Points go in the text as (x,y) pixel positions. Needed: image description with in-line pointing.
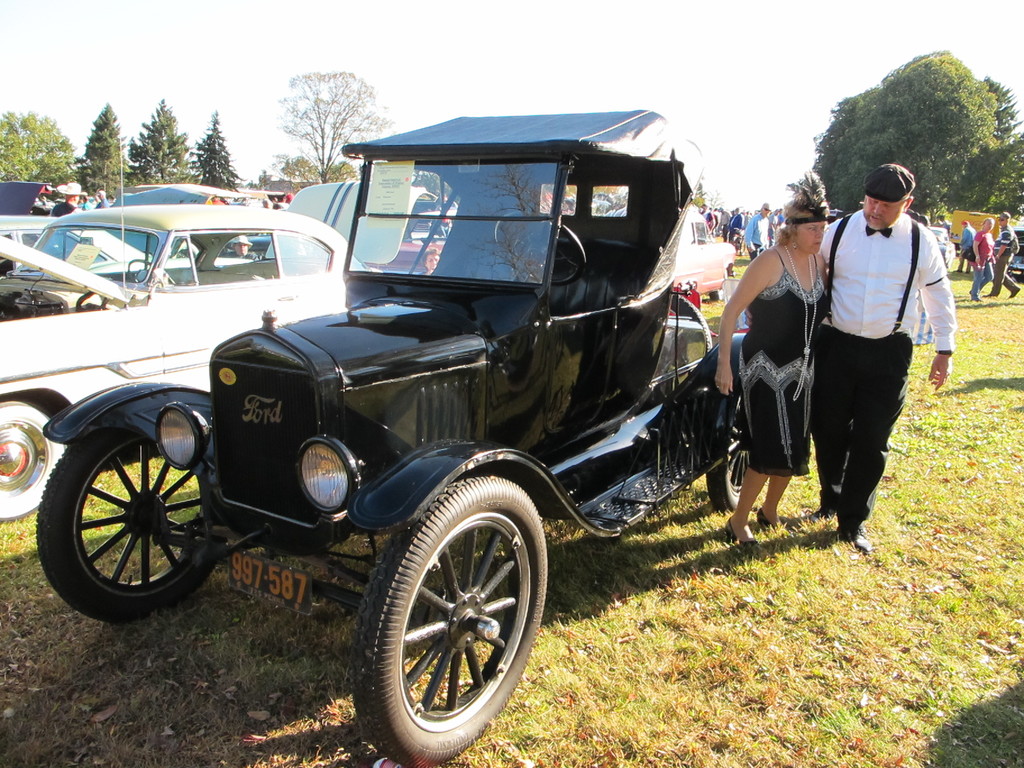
In this image there are a group of people (875,266) who are walking and also we could see some vehicles (511,355). At the bottom (203,666) there is grass (885,619) and in the background (997,128) there are some trees (113,141), at the top of the image (254,70) there is sky (272,53).
